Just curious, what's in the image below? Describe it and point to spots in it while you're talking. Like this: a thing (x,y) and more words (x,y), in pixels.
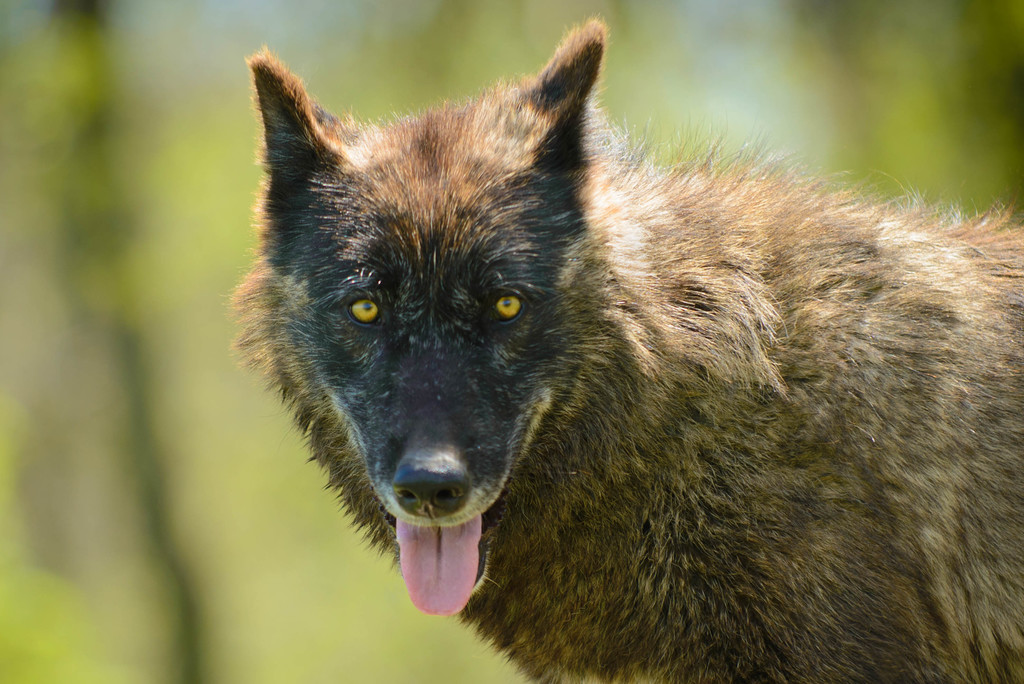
In this image we can see an animal (611,382). In the background (202,571) it is blur.
